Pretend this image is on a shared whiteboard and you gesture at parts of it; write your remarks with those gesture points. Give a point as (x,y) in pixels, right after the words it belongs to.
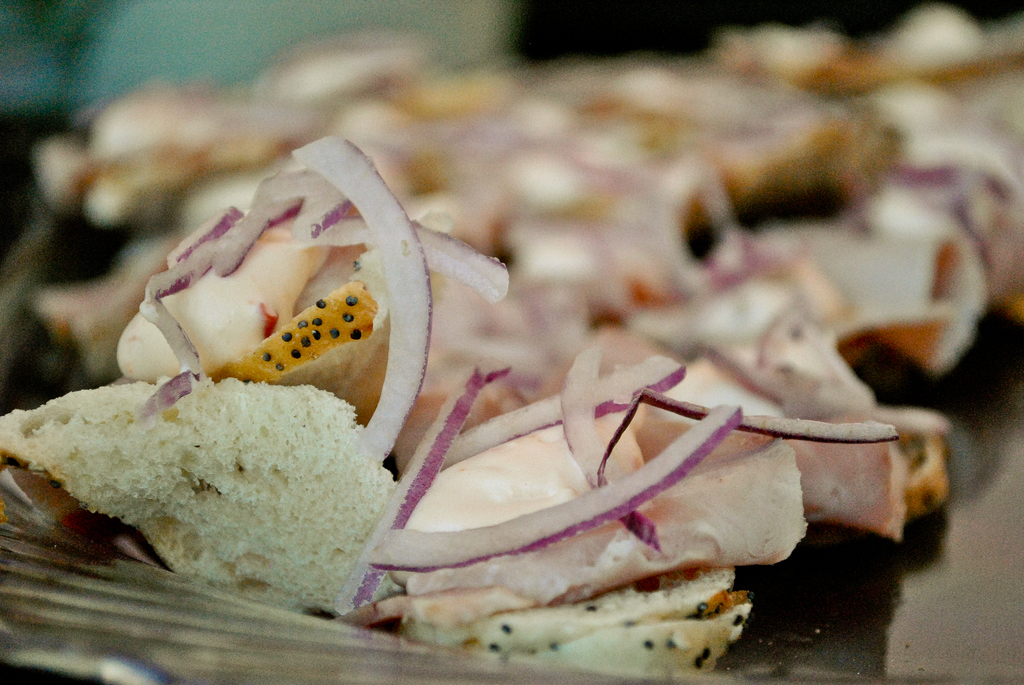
In this image I can see a food (708,283) on the black surface (955,500). Food (334,439) is in white, yellow, black color and it is blurred.
